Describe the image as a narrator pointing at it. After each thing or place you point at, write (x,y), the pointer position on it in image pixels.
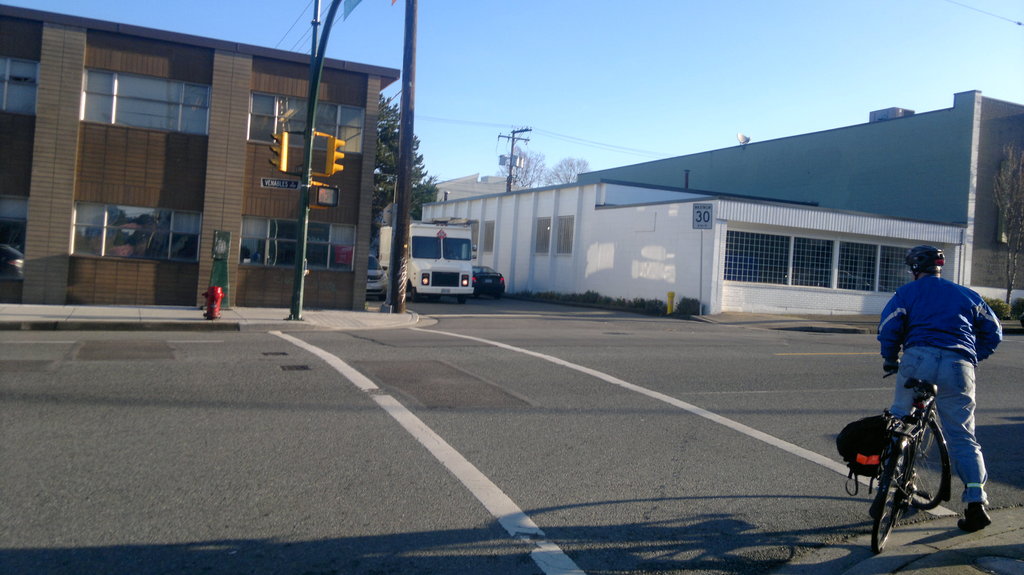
This is a picture of a outdoor, this is a road (533,385) on the road (603,468) there is a man (931,371) standing with the bicycle (903,425) on the bicycle (893,436) there is a black color bag (864,452) and also on the road (598,349) on the path (229,325) there is a fire hydrant (212,303). On the pole (306,166) there is a traffic lights (332,154) beside the traffic light (275,158) there is a building (214,164) with a glass windows (169,239). And also on the road (463,305) there is a white color truck (441,280) and two cars (475,280). Beside the black color car (494,277) there is a white color building (591,243), the background (464,83) is the sky (455,70).
